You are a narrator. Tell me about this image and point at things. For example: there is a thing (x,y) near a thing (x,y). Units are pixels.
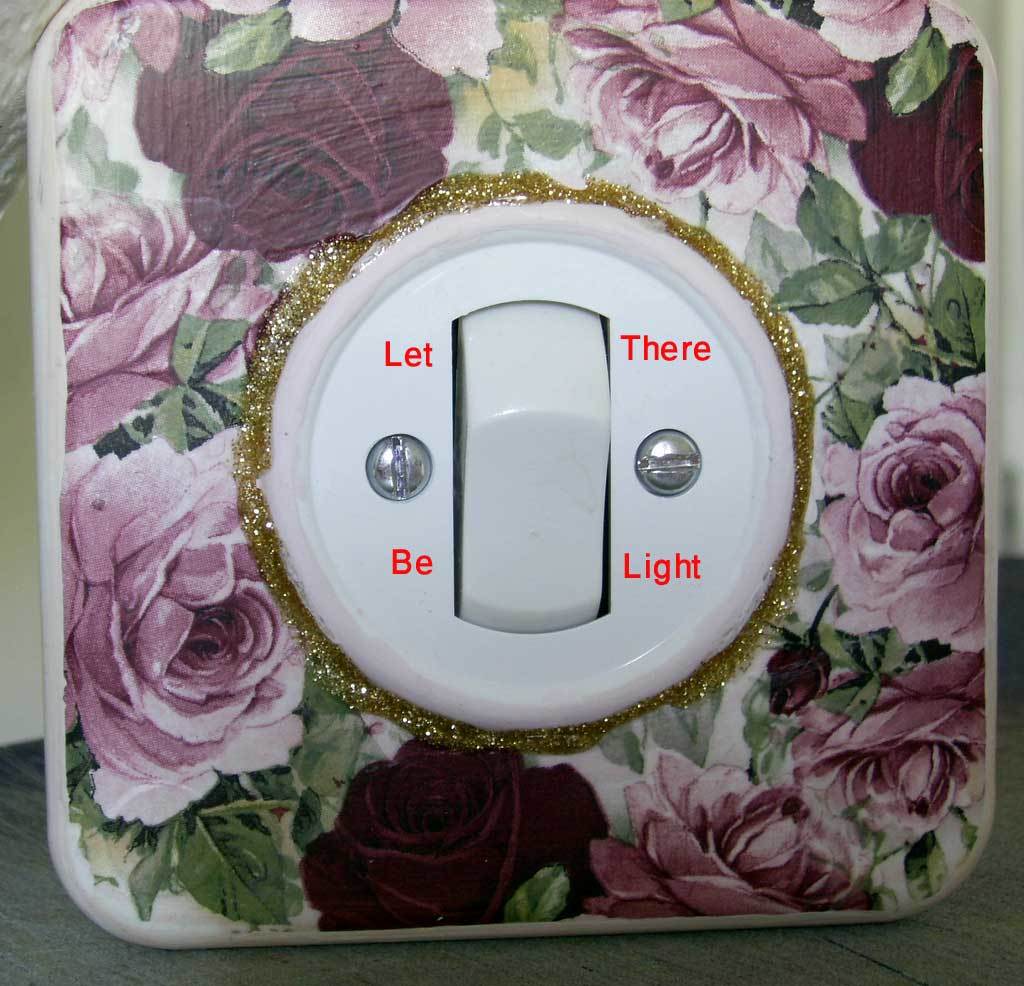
In this image we can see a switchboard (527,437) with some text (650,344). At the bottom of the image (715,961), we can see grey color surface (773,950).
